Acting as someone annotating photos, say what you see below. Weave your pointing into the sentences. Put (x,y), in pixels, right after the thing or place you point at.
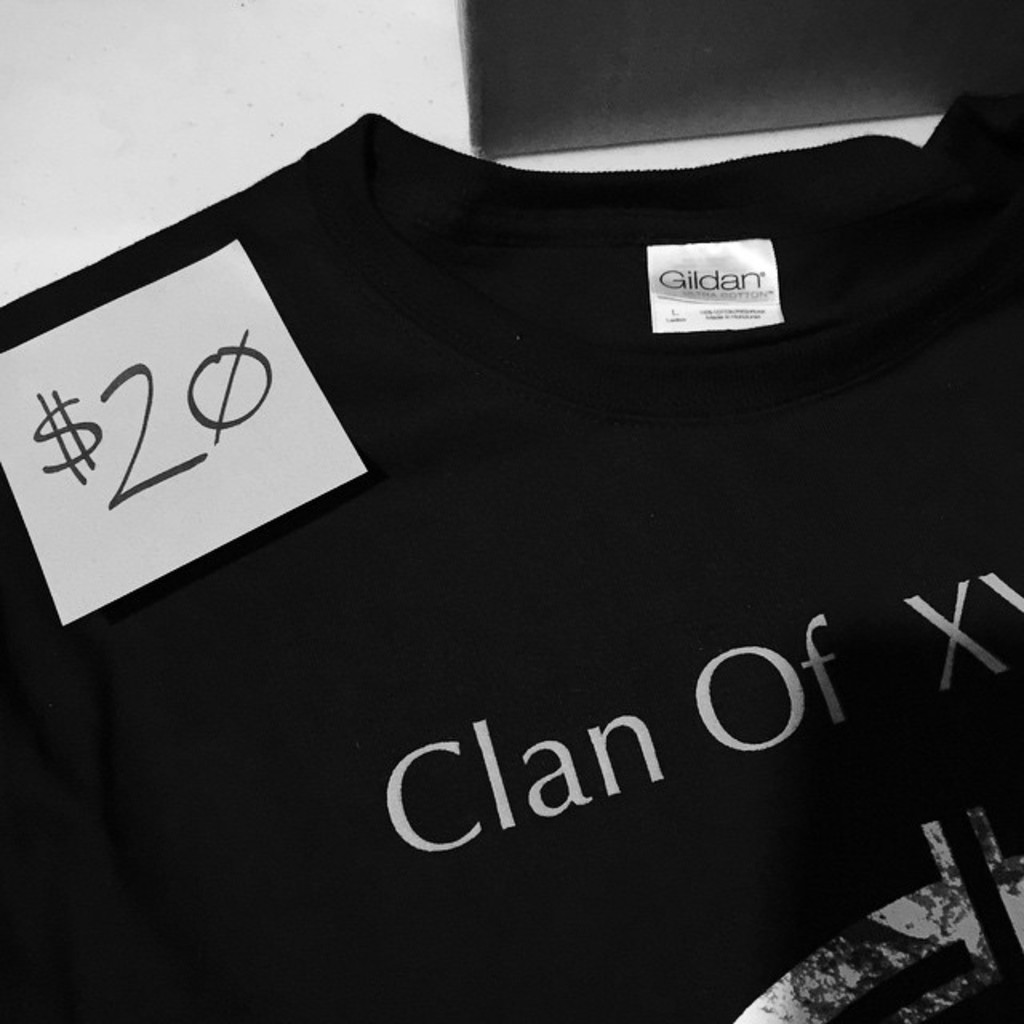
In the image in the center (631,513) we can see one black color t shirt (700,425). On the t shirt (624,482), we can see the sticker (74,542) and something written on it. In the background (491,41) we can see some objects (625,82).
